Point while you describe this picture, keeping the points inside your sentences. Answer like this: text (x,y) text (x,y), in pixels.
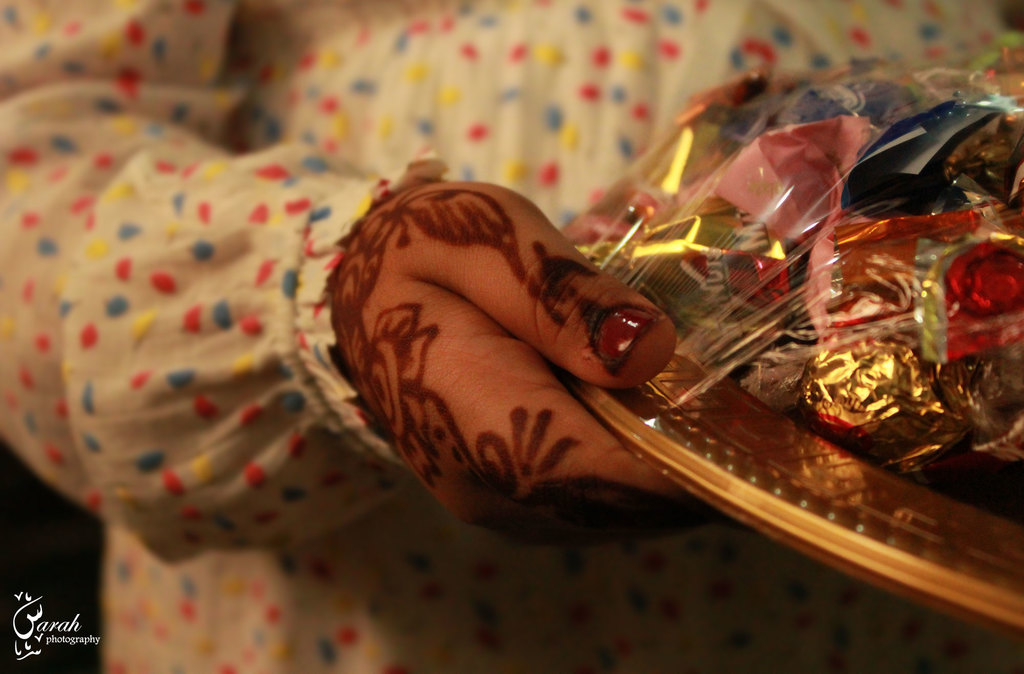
In this image, we can see a partially covered person (451,284) holding an object (939,417). We can also see a watermark (39,601) on the bottom left corner (21,659). We can also see the dark background (16,512).
